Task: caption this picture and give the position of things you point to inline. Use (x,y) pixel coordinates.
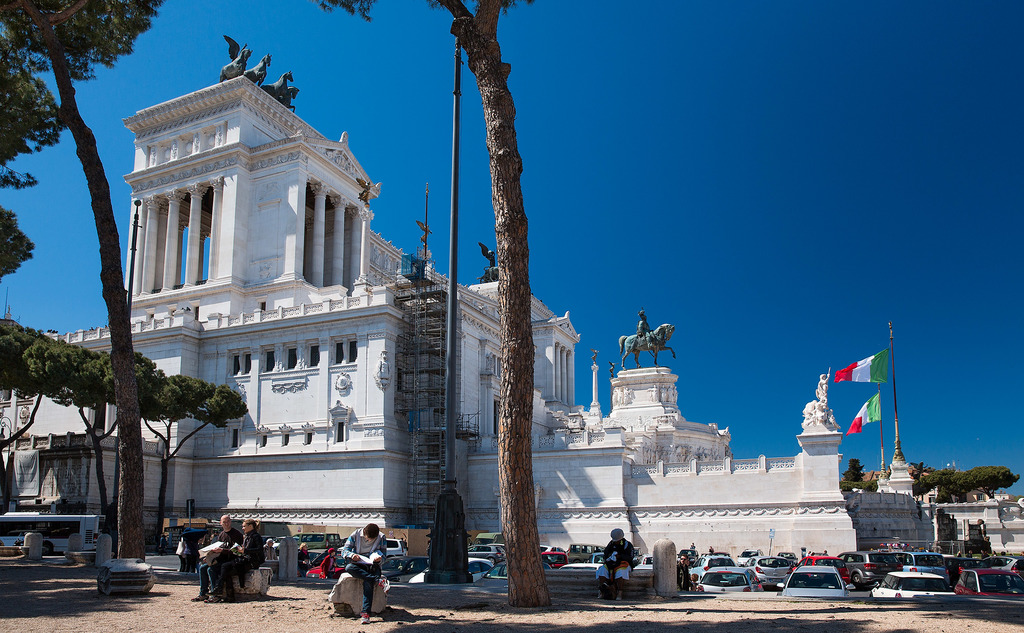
In the foreground of the picture (408,563) there are people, trees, soil (448,611) and cars (748,565). In the center of the picture (404,339) there is a building (433,383), on the building (551,379) there are sculpture (276,87) and flag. On the right (952,480), in the background (948,485) there are trees (934,473). Sky (832,237) is clear and it is sunny.
